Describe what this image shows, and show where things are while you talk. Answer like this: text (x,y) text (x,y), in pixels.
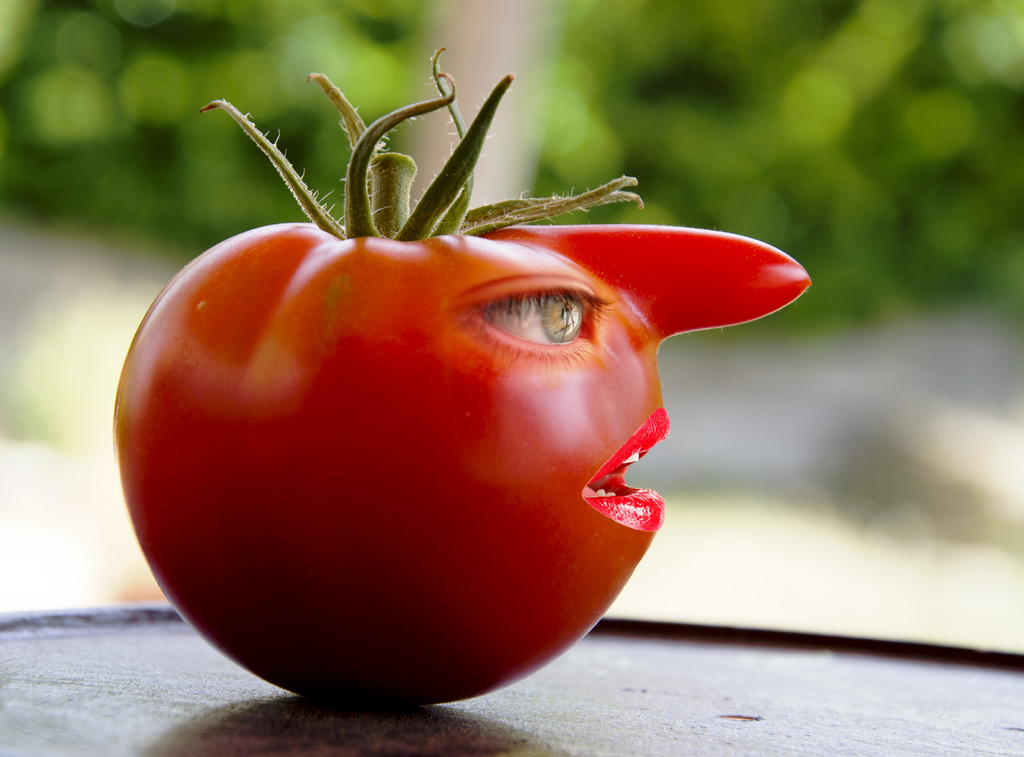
In this picture there is a tomato (613,423) in the image, on which there is an eye (570,284), nose (677,309), and lips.
